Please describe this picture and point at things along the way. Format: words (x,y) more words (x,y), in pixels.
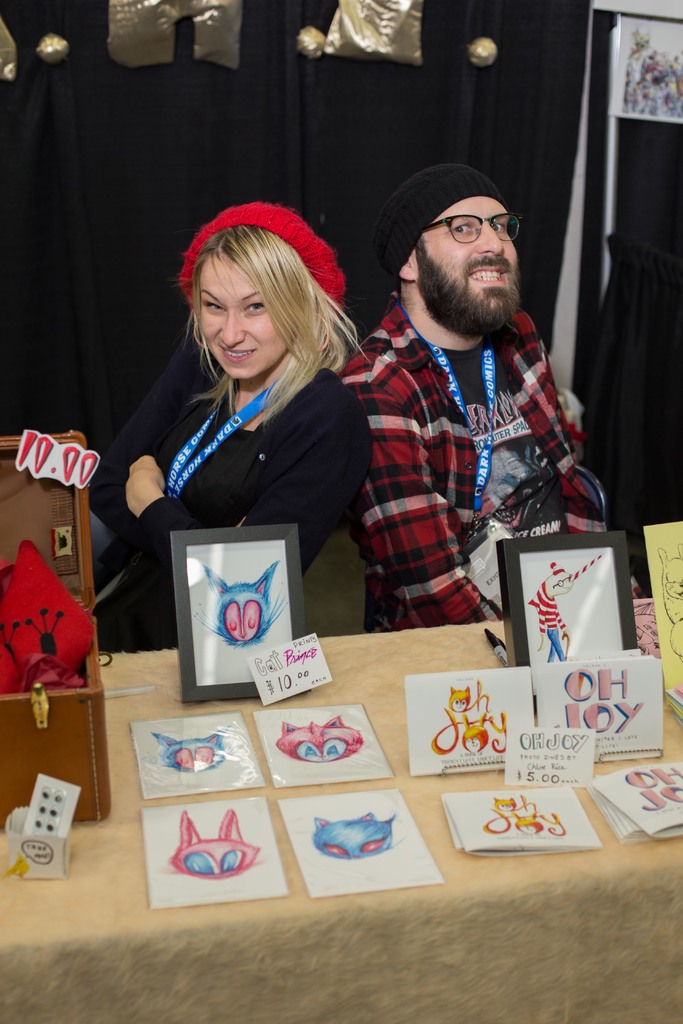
In this image, there are a few people (539,455). We can also see a table (436,903) covered with a cloth (344,911) with some objects (599,744) like posters (586,698). We can also see a wooden box (80,765) with some objects (37,456). In the background (629,279), we can see some curtains (215,154) with objects (485,45).
